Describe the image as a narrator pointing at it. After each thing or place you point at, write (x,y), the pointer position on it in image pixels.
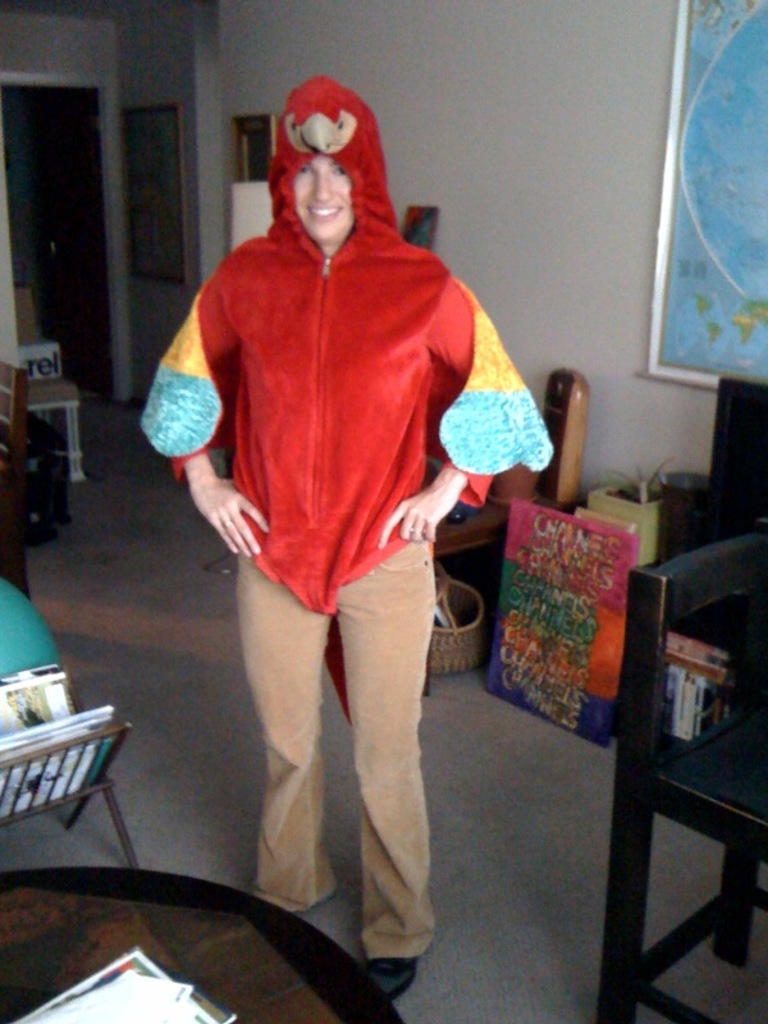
In this picture there is a lady (339,115) who is standing at the center of the image (471,402) she is wearing a parrot costume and there is a chair (699,782) at the right side of the image (749,660) and there is a door (68,114) at the left side of the image (72,128).
